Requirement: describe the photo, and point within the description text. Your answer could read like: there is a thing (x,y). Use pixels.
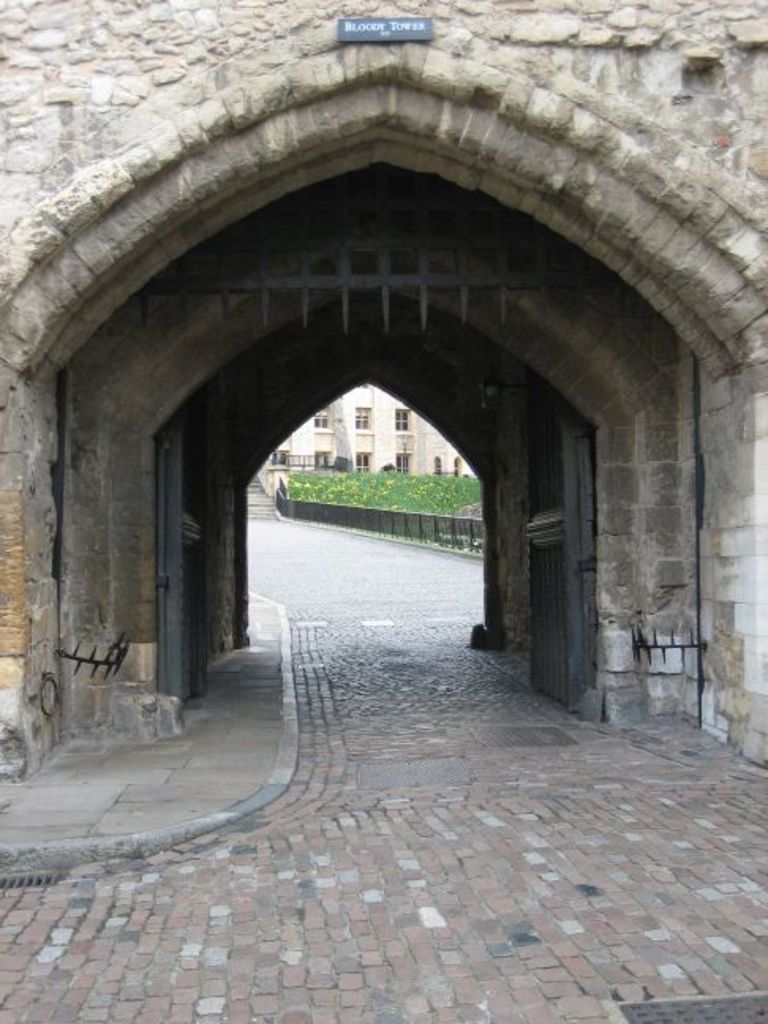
In this picture, we see a London Tower (109,652) on which "Bloody Tower" is written on it. Beside that, we see an iron railing (378,513) and plants (370,501). Beside that, we see the staircase (253,504) and beside the staircase (251,513), we see a building (370,434) which is white in color.
